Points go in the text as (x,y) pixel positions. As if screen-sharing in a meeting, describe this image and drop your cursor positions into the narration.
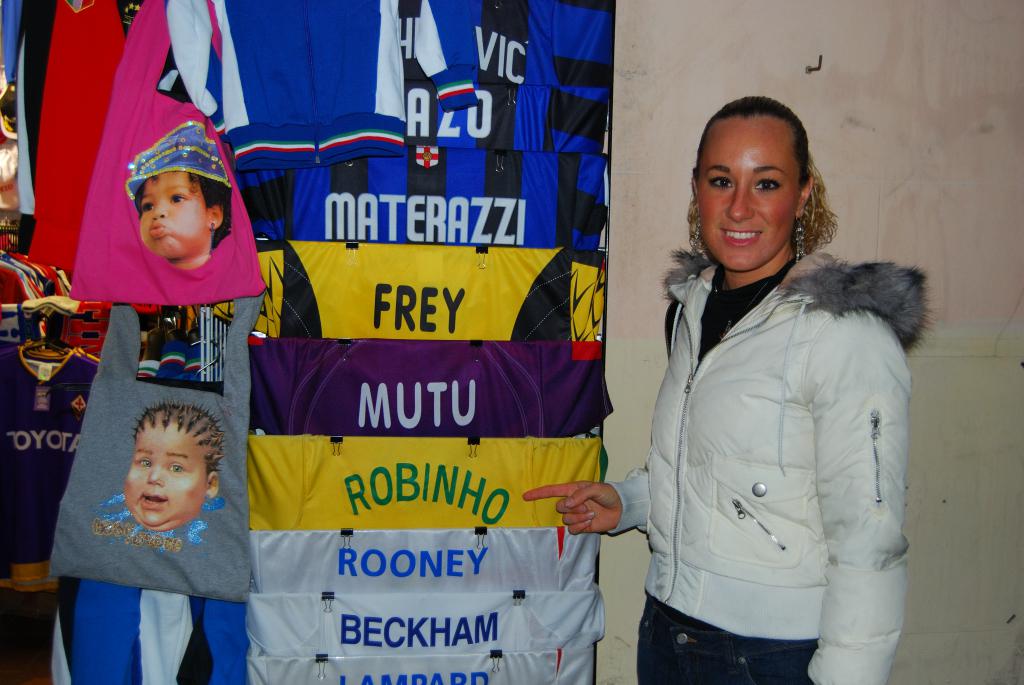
On the left side of the image (340,116) there are clothes (536,571) and objects (155,567). On the right side of the image (777,213) I can see a woman (794,324) and wall (964,172). A woman (810,438) is smiling and wore jacket (768,417).
